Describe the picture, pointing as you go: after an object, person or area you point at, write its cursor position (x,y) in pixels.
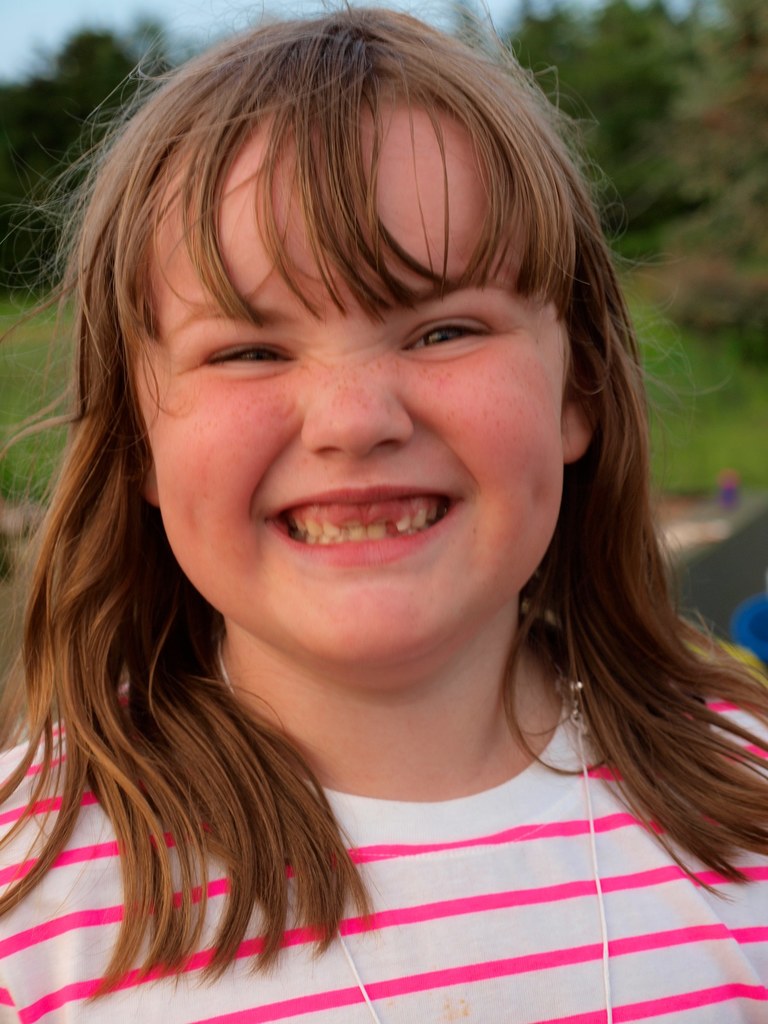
In this picture we can see a girl (169,336) smiling. There are few trees (714,126) in the background (706,121).
